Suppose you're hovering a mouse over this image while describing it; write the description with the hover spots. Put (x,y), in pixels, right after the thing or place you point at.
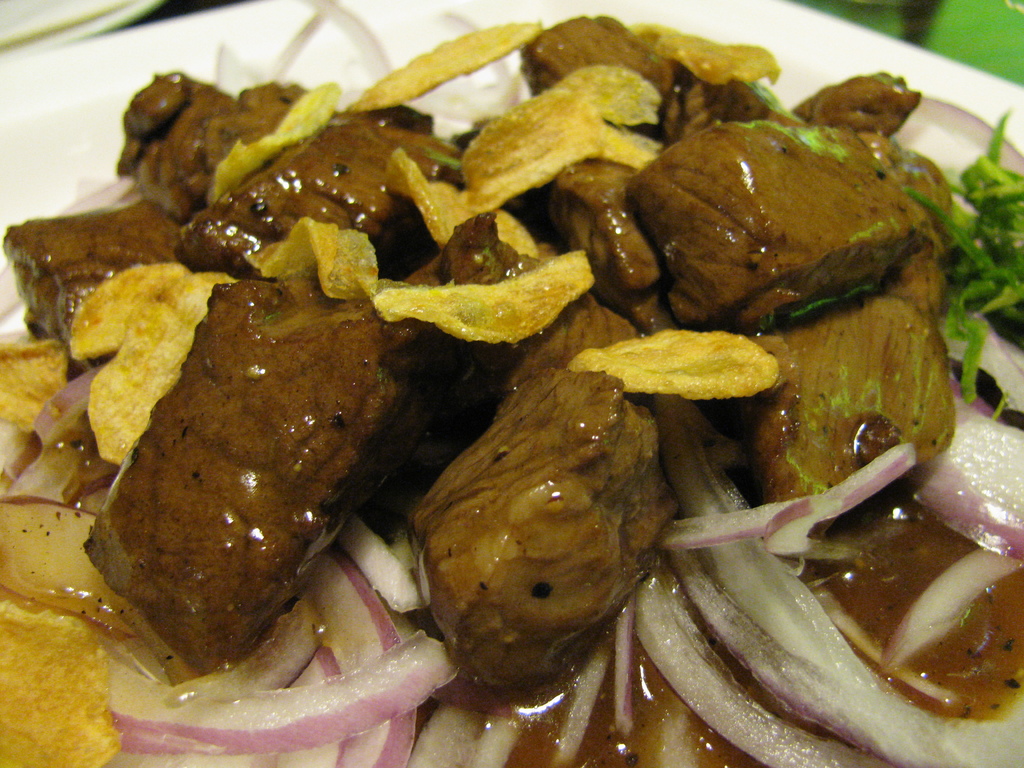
In this image we can see pieces of meat (295,330) dipped in a sauce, on top of the pieces of meat (322,381) there are crisps (477,323) and onion (369,651) on a plate (88,143).
